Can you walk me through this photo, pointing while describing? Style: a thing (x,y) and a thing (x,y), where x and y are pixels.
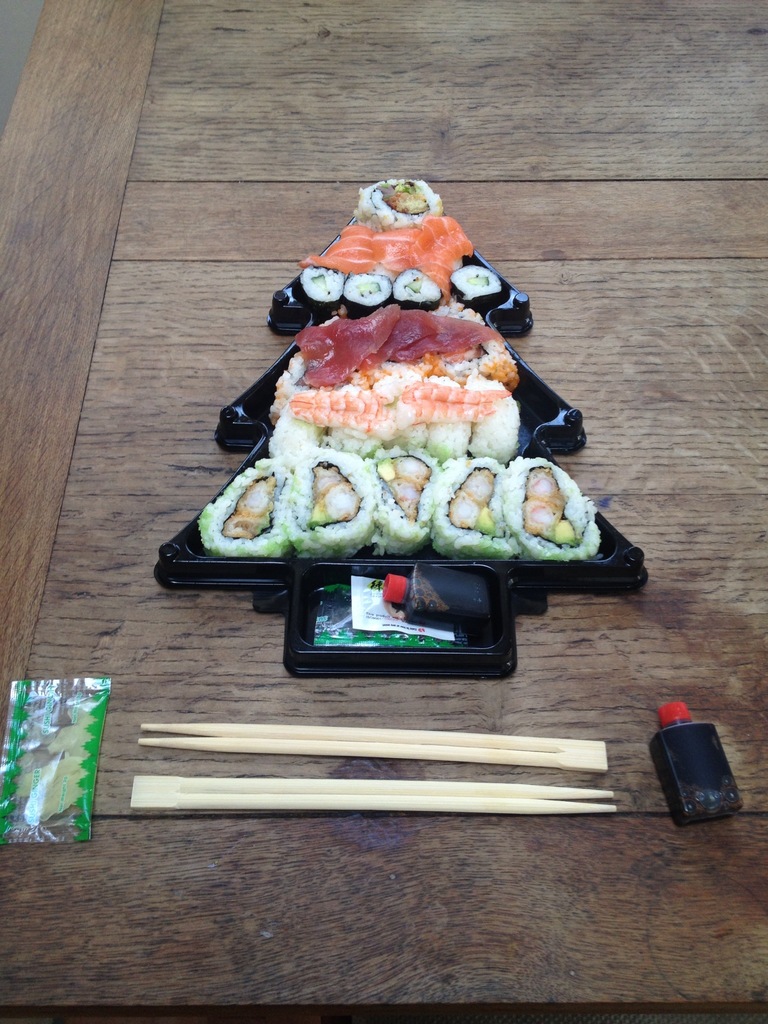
This is looking like a delicious food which is kept on this wooden table (581,167). These are wooden sticks (409,805).
